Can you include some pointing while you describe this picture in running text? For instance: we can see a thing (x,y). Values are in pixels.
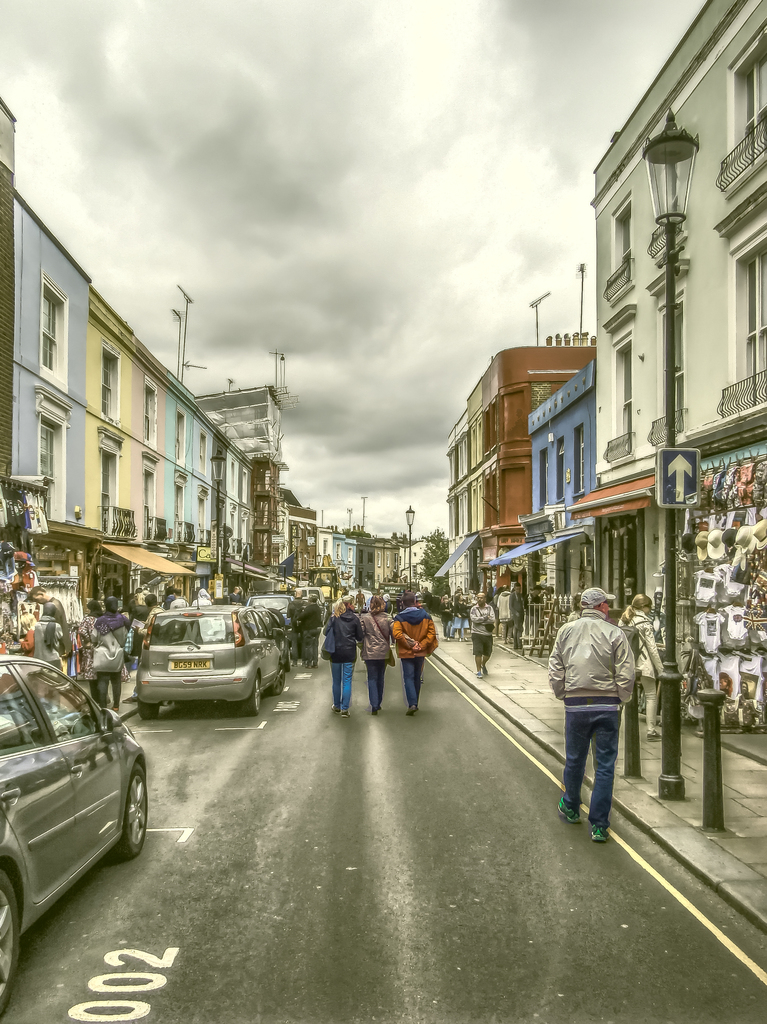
In this image I can see group of people (570,816) walking on the road (734,962). I can also see few vehicles (35,693), background (108,487) I can see few stalls (717,579), buildings (528,490) in brown, blue, white and cream color and I can also see few poles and the sky (326,133) is in white color.
